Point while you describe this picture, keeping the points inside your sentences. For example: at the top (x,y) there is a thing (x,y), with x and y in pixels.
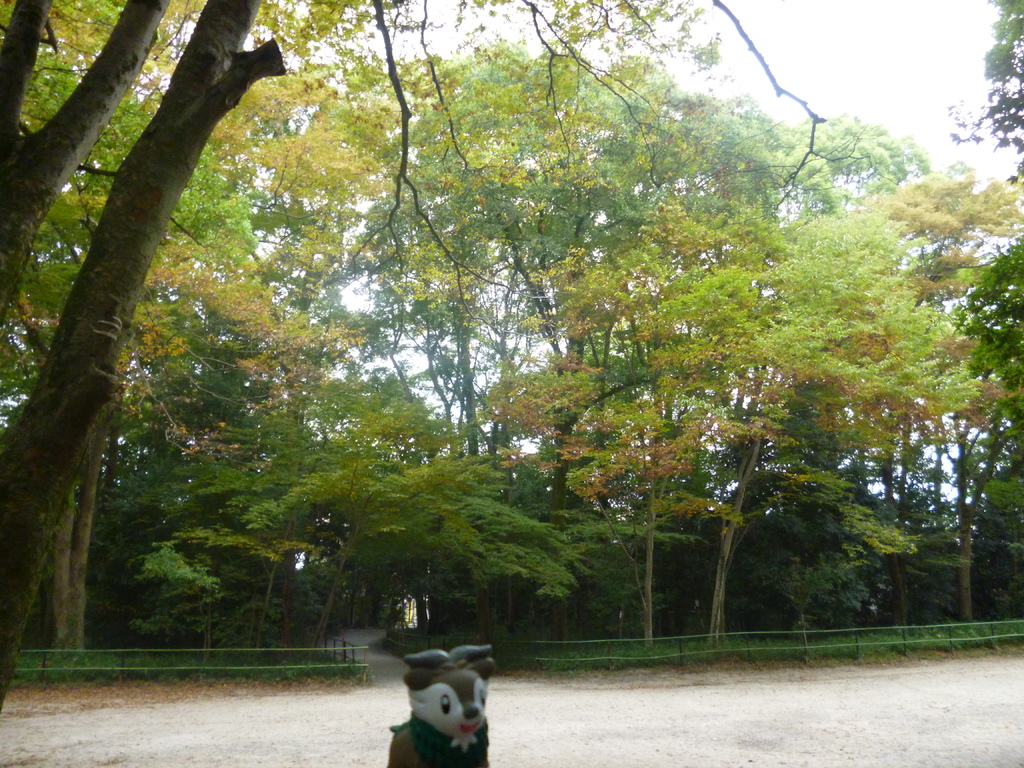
At the bottom of the image (452,718) we can see a doll (425,682). In the center (535,276) there are trees (617,412) and we can see a fence (323,649). In the background (856,67) there is sky (797,36).
